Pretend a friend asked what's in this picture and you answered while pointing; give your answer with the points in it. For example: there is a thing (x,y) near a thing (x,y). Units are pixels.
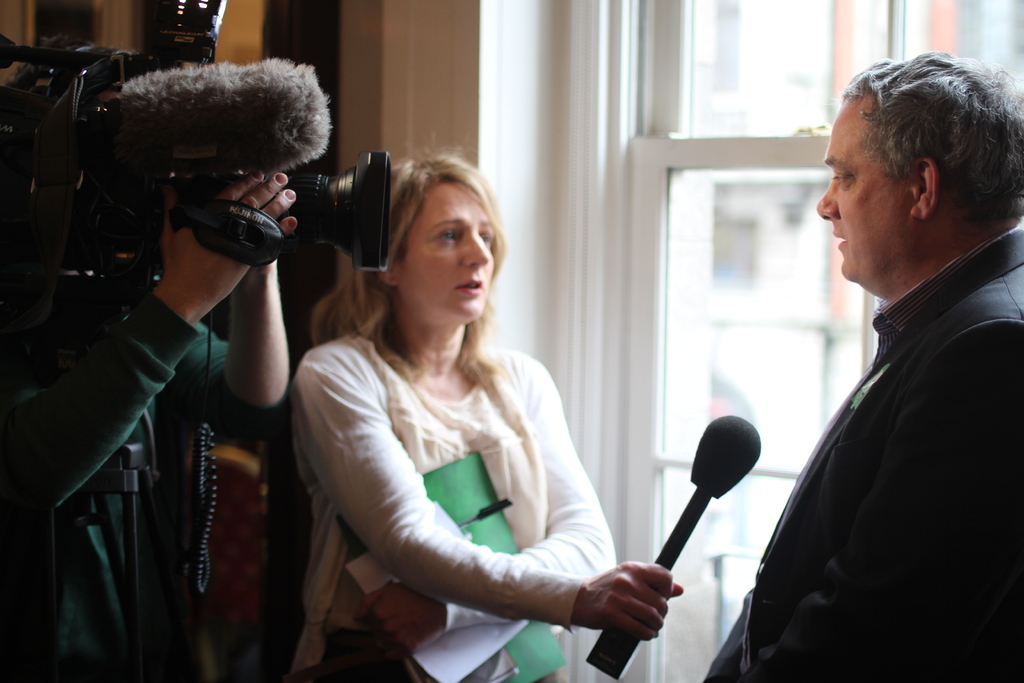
The person (908,406) in the right (908,406) is standing and speaking and there is a woman (478,418) in front of him holding a mic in her right hand (635,578) and there is a camera man (157,345) beside her.
